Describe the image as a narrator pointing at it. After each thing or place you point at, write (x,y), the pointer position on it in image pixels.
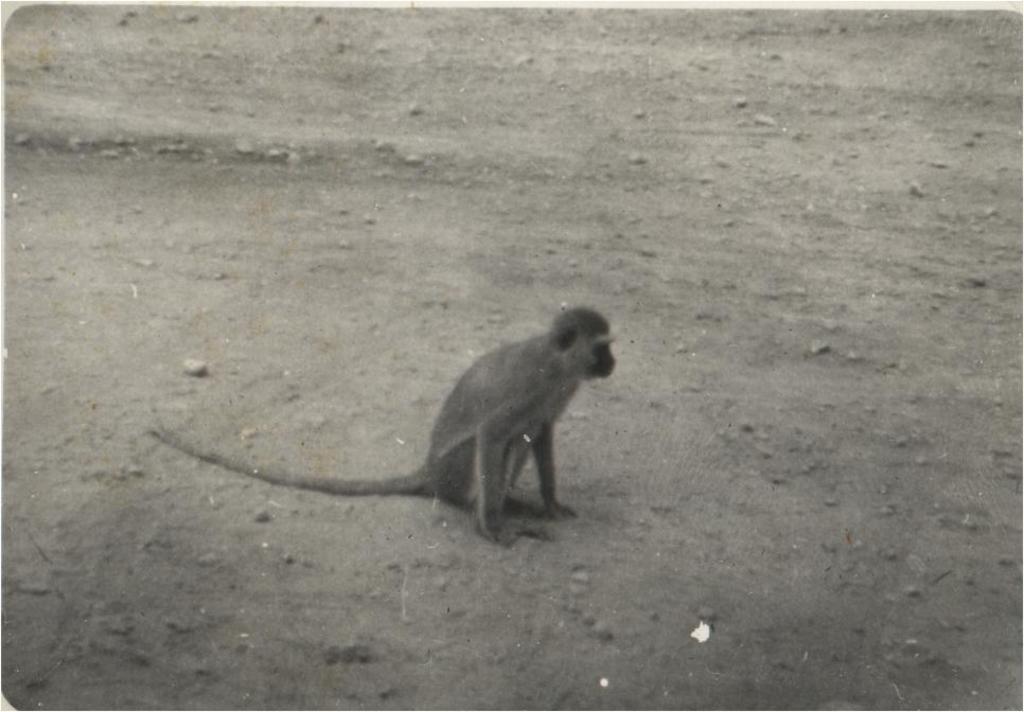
In this image, we can see a monkey (539,399) on the ground (483,587).
